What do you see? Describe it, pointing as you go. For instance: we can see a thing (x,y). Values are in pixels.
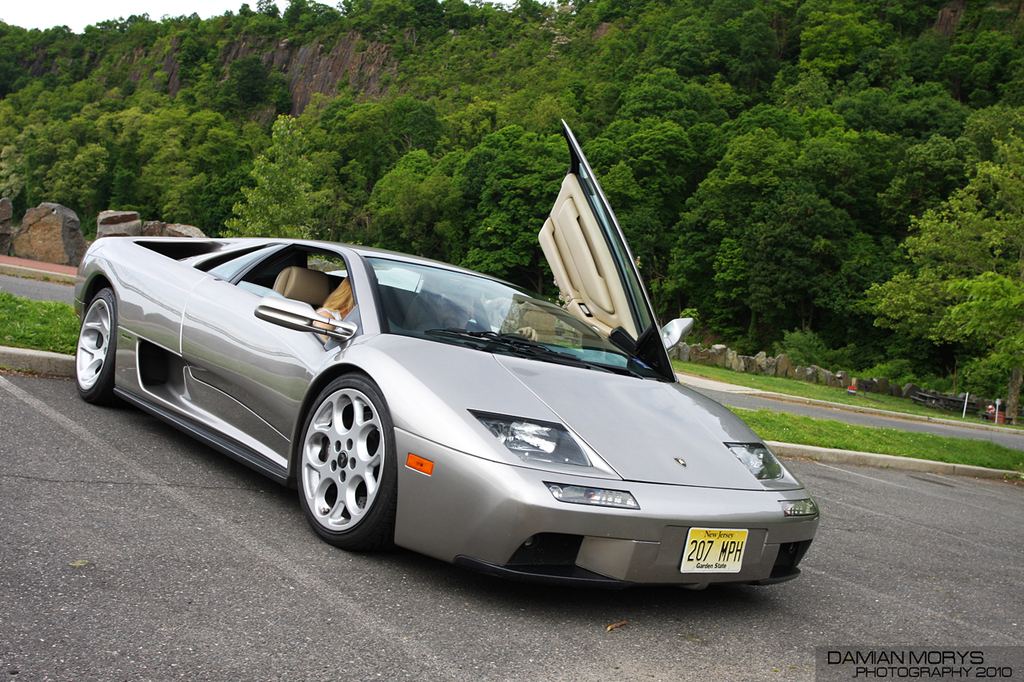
This image is taken outdoors. At the bottom of the image (419,615) there is a road (278,559). In the background (321,155) there are many trees (763,150) and plants (398,165) on the ground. There are a few rocks (64,233) on the ground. In the middle of the image (363,305) a car (266,254) is parked on the road (77,548) and there is a woman (344,293) in the car (329,293).
